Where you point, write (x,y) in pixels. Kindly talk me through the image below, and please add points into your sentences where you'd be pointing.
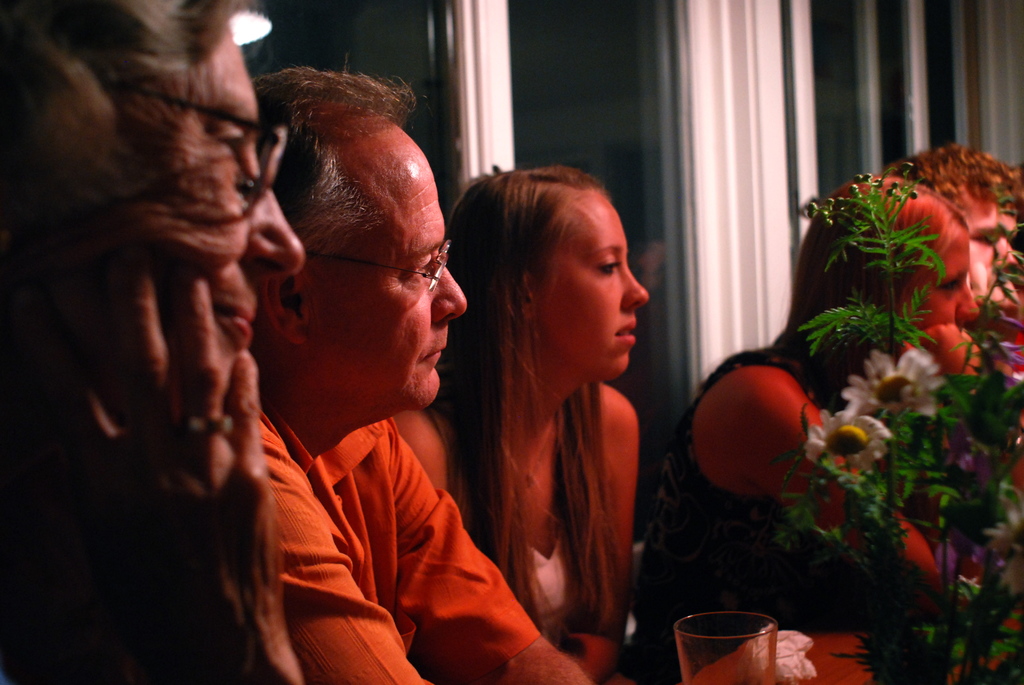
In this picture I can see few people (349,492) and potted plant (891,519).
